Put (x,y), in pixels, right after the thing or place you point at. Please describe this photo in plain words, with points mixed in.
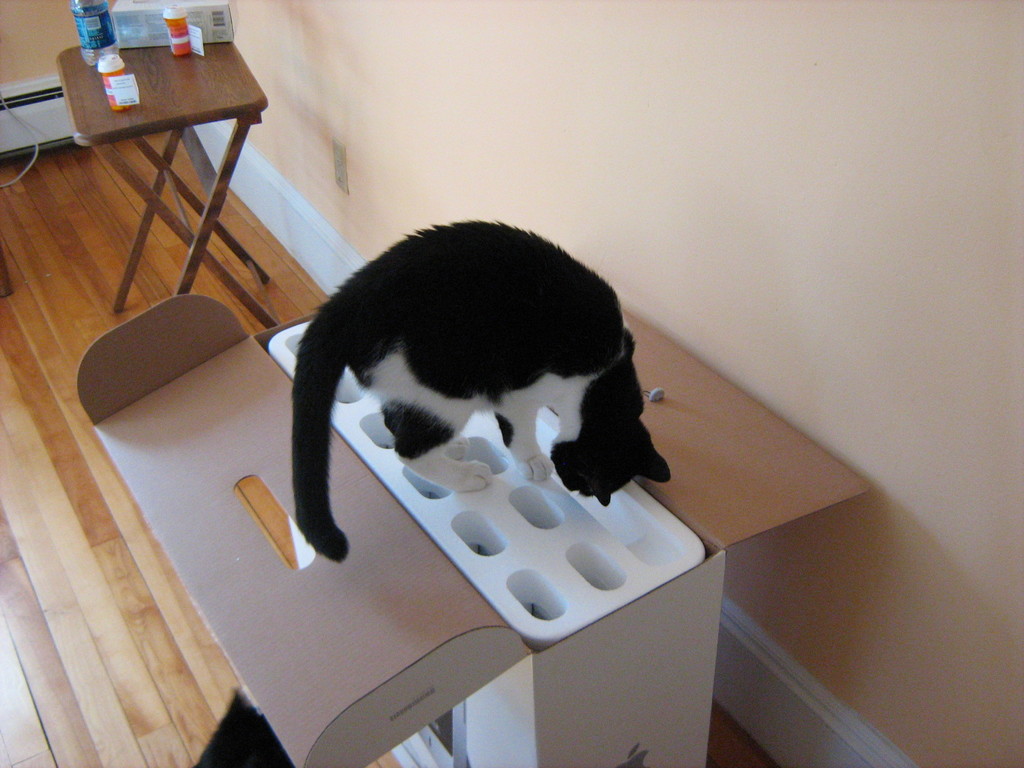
In this image, there is a brown color floor (32,413), we can see a cat (575,349) standing on a white color object (487,551), there is a table (214,110) on that table (195,91) there is a bottle (106,93) and we can see a wall (202,133).
